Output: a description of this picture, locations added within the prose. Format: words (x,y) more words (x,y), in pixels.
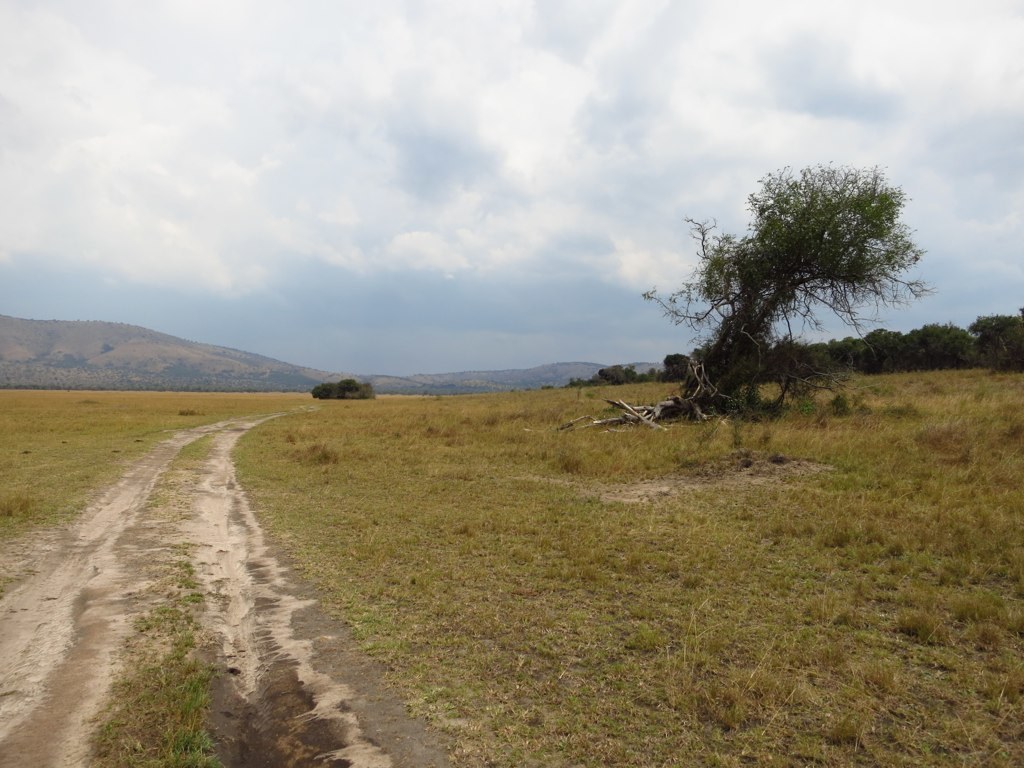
In this image in the front (451,557) there is dry grass (548,569). In the center (678,397) there is a tree (750,347). In the background (162,362) there are mountains (137,339) and trees (929,344) and the sky (456,133) is cloudy.
